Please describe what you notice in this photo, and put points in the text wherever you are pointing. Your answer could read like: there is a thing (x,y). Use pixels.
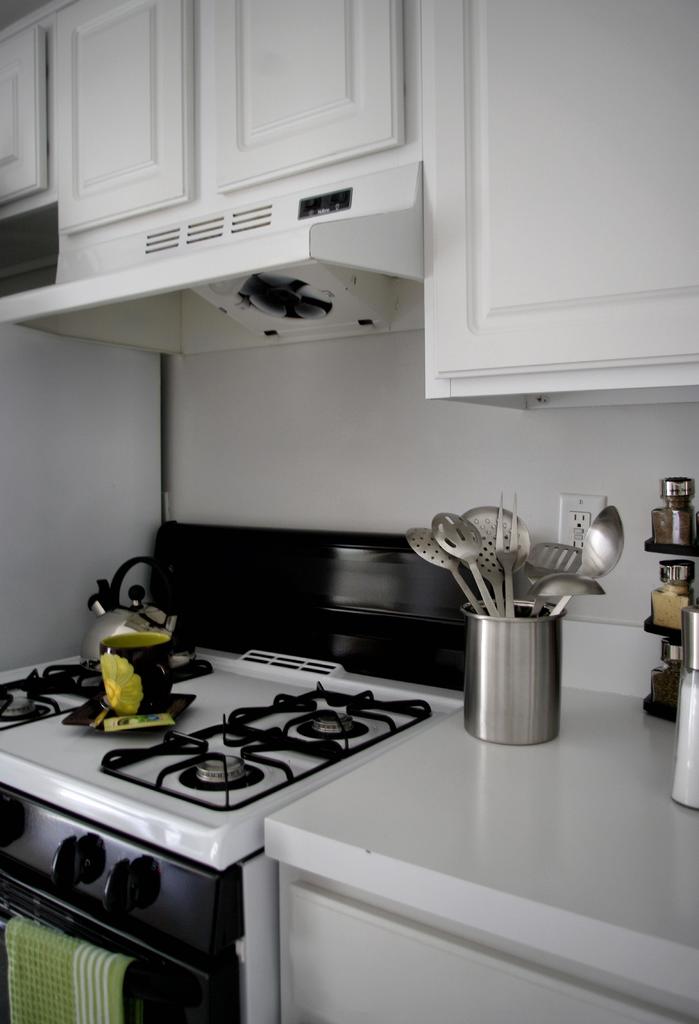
In this picture we can see a cup (154,653), spoons (96,726), kettle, stove (222,702), jars (673,497), towel (46,965), switchboard (567,530), cupboards (247,139), wall (424,427) and some objects (344,315).
